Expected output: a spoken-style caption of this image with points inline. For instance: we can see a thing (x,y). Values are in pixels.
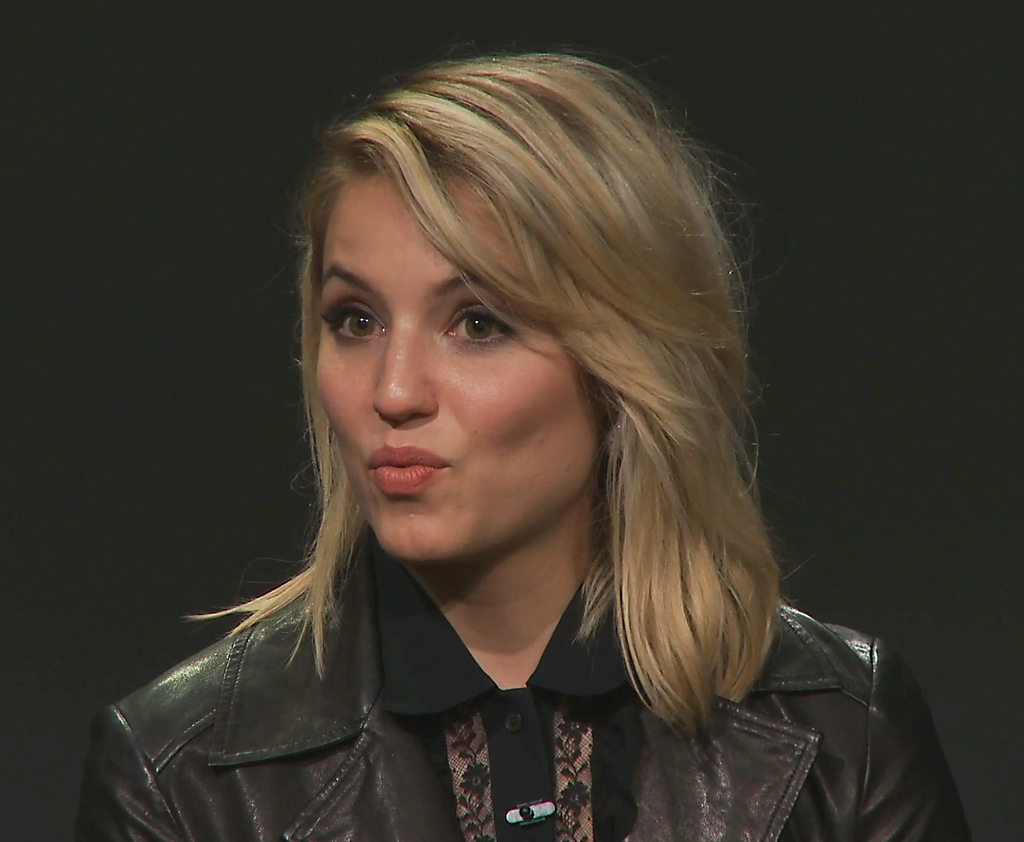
In this image we can see a woman (517,480). In the background (876,234) it is dark.
